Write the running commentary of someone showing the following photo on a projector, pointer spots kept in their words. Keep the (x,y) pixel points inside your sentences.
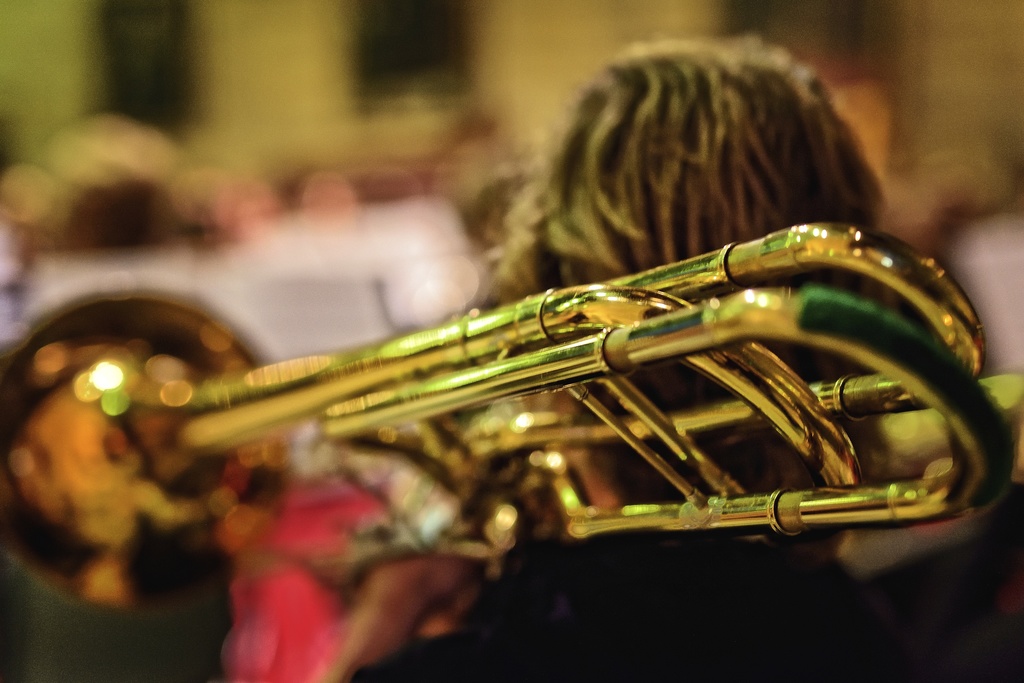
In this image there is a person (734,204) holding a trombone (348,388) and there are group of people (324,555) standing in the background (305,590).
